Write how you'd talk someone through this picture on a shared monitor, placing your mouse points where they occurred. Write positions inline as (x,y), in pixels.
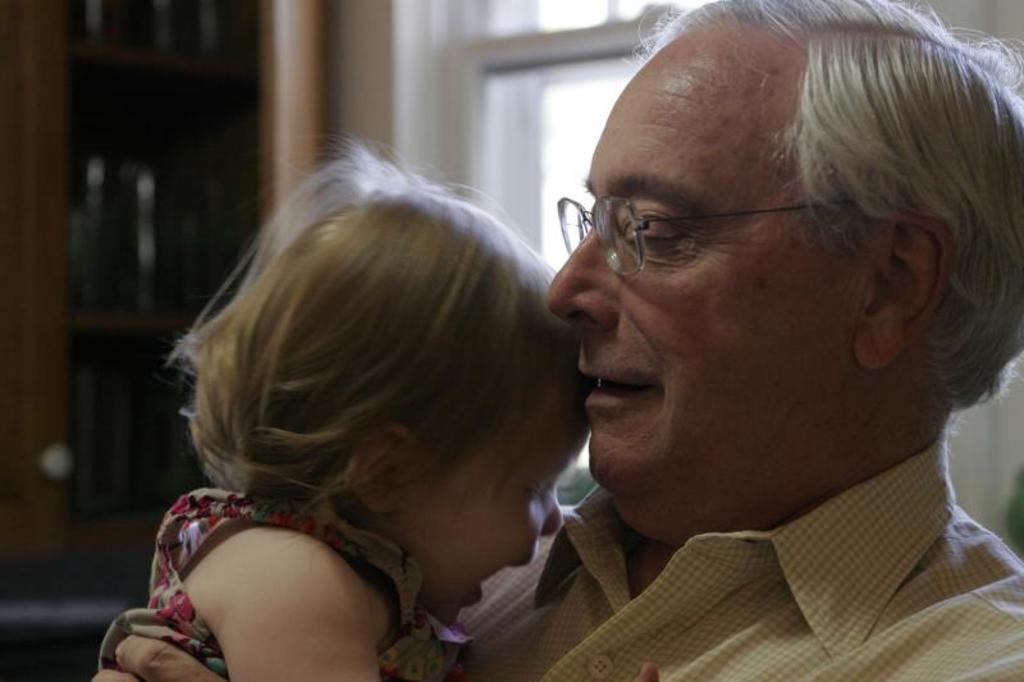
In this picture we are seeing that one old man (624,495) carrying a baby (351,187).
